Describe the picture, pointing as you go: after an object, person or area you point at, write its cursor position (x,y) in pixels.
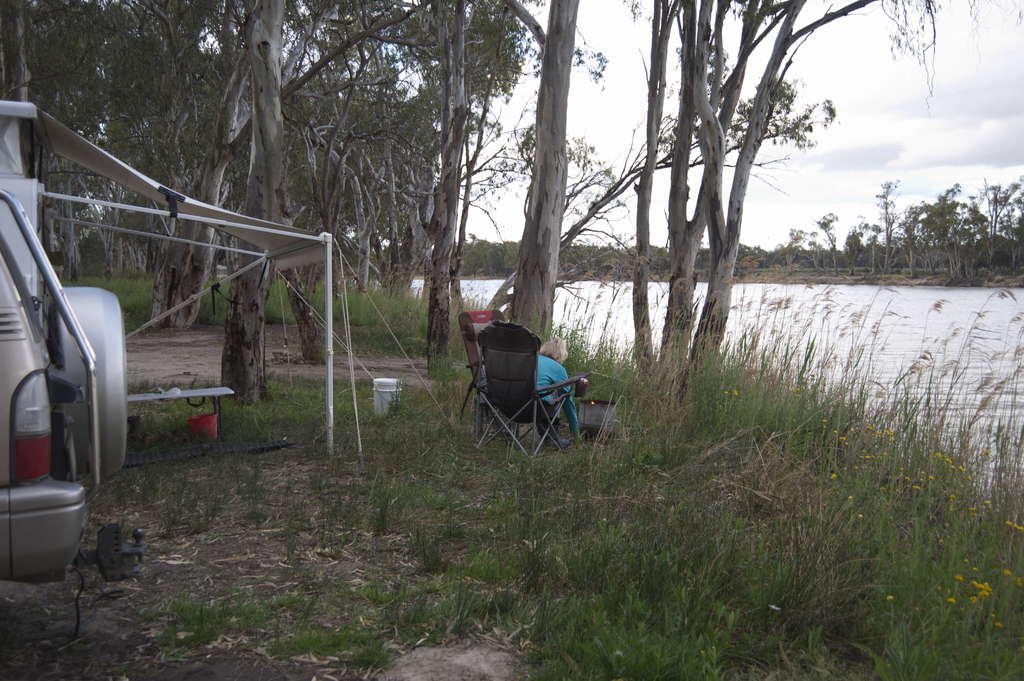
As we can see in the image there is a vehicle (87,398), grass (799,487), a woman (543,357) sitting on chair (503,357), trees (536,176), water (862,302) and sky (846,133).
